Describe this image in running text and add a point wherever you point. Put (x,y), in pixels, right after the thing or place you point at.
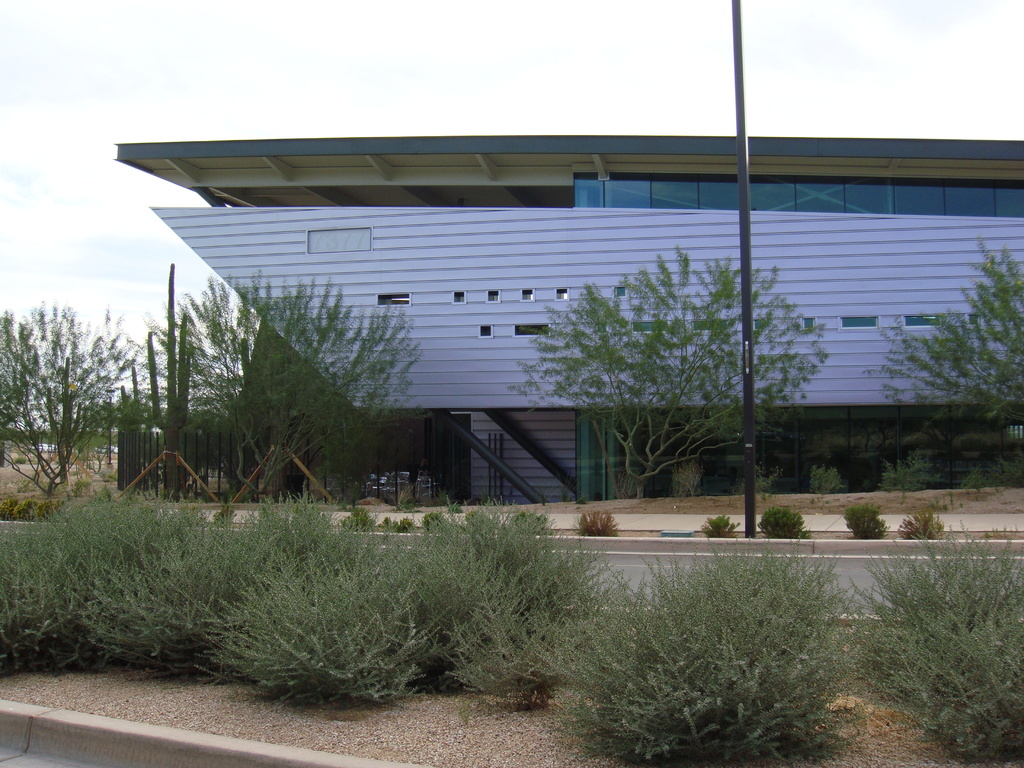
In the foreground (545,573) I can see the plants (434,571) on the side of the road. In the background (477,329), I can see the architecture building (811,262). There are trees (670,323) on the side of the road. I can see a pole (747,417) on the side of the road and it is on the right side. There are clouds (128,244) in the sky (124,229).
